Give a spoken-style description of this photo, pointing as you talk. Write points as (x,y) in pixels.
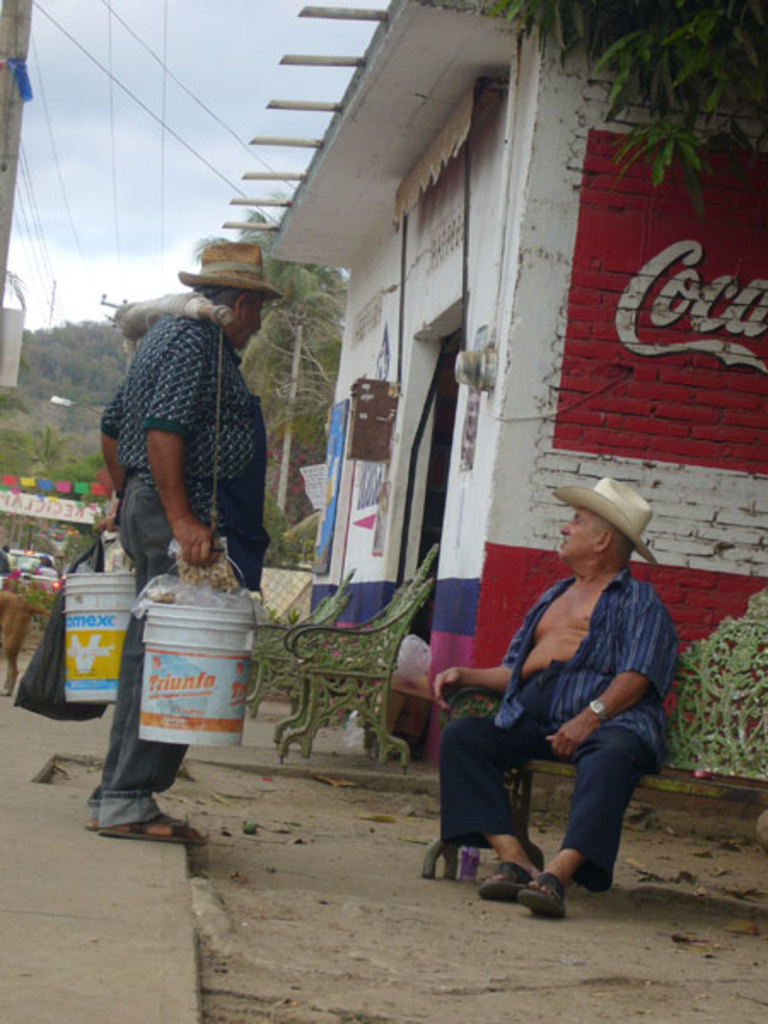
Here in this picture on the right side (565,589) we can see an old person (557,615) sitting on a bench (744,702) with a hat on him over there and in front of him we can see another person (192,389) standing and we can see he is holding buckets (92,589) in his hand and also wearing hat (203,284) on him and beside them we can see a shop (405,440) present and we can also see other benches (332,604) present over there and in the far we can see plants (34,447) and trees (31,456) present and we can also see clouds (141,180) in the sky (141,161).
